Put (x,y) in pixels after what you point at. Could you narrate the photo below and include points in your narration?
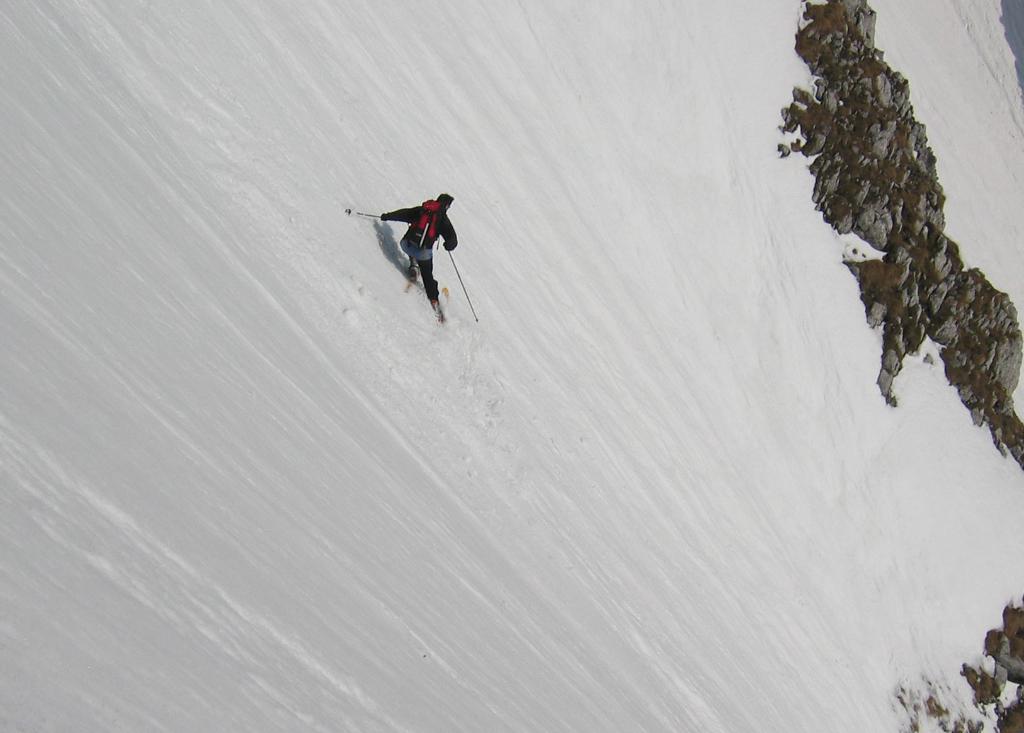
Here in this picture we can see a person (422,266) skiing on the mountains (501,66) that are covered with snow (315,79) and we can see the person (405,234) is wearing jacket (446,223) and carrying a bag (433,227) and sticks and we can also see some stones (873,198) present, that are covered with grass (850,166).
